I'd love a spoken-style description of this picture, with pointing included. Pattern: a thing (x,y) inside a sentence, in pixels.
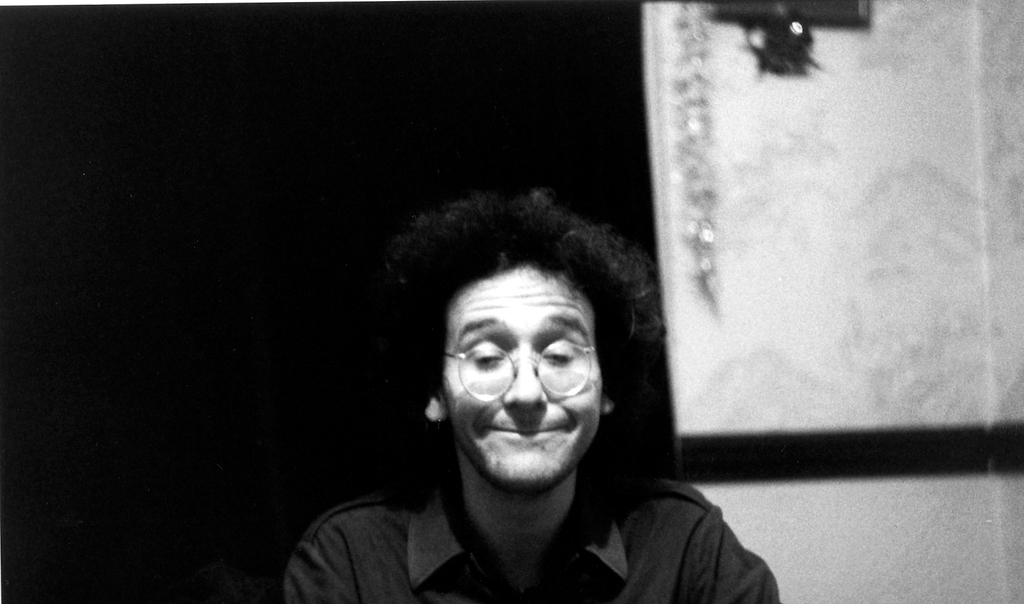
This is a black and white image. In this image there is a person (555,459).
